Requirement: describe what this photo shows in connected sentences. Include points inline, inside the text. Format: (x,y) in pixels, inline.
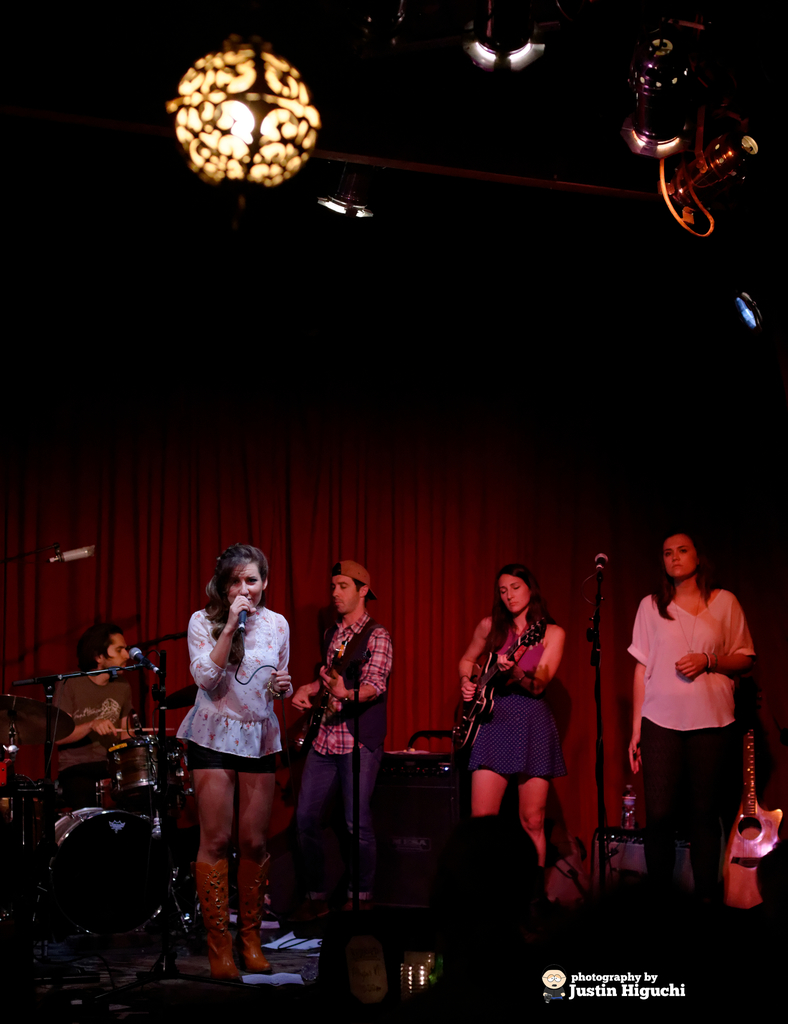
In this image i can see three women (242,750) standing and a man (348,656) standing and playing guitar (343,655) the man (78,705) sitting here is playing drums (108,823), the woman (197,714) standing in the front (197,714) singing song holding a microphone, the woman (475,684) standing playing a guitar (487,681) at the background (456,584) i can see a curtain (439,530), at the top (299,124) i can see a light (278,111).
